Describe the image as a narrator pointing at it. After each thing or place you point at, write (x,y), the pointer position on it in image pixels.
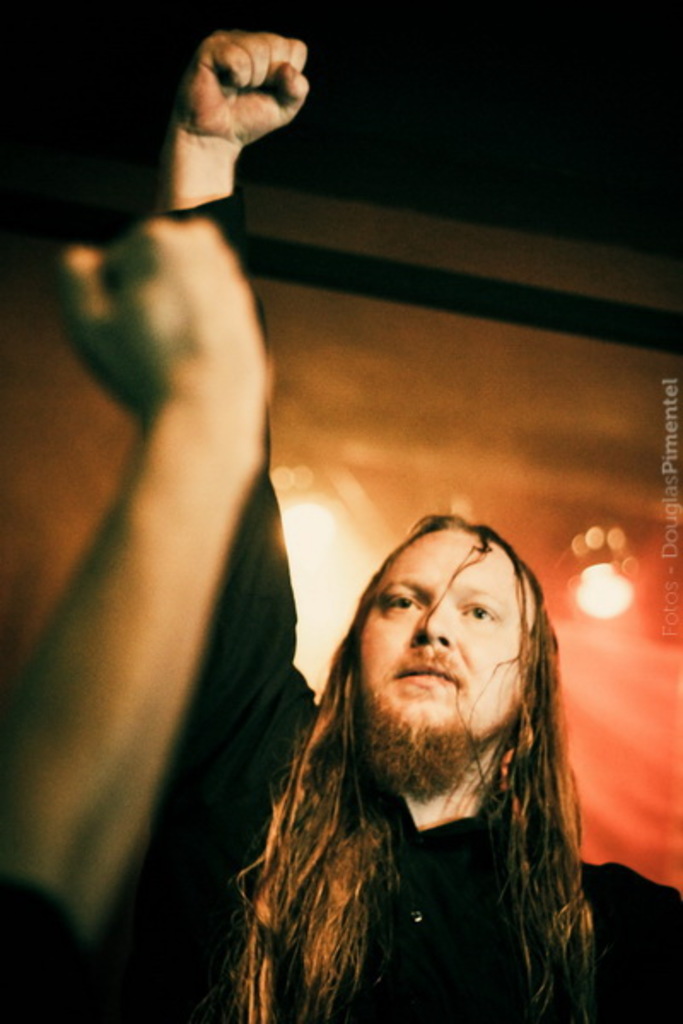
In this picture there is a man (252,69) who is standing in the center of the image (444,565), by raising his hand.
